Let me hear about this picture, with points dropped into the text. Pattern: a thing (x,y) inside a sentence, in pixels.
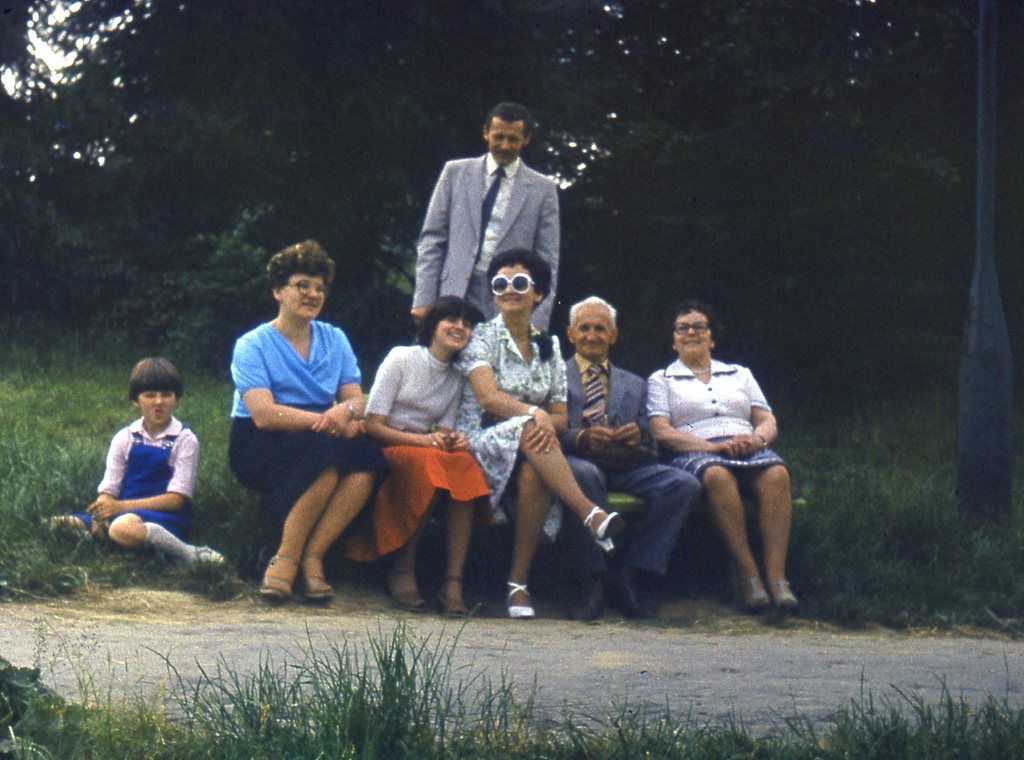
In this image I can see group of people (109,466) sitting, background (467,213) I can see a person (449,218) standing wearing gray blazer (449,218), white shirt (504,199) and I can see trees (267,161) in green color and sky (60,58) in white color.
